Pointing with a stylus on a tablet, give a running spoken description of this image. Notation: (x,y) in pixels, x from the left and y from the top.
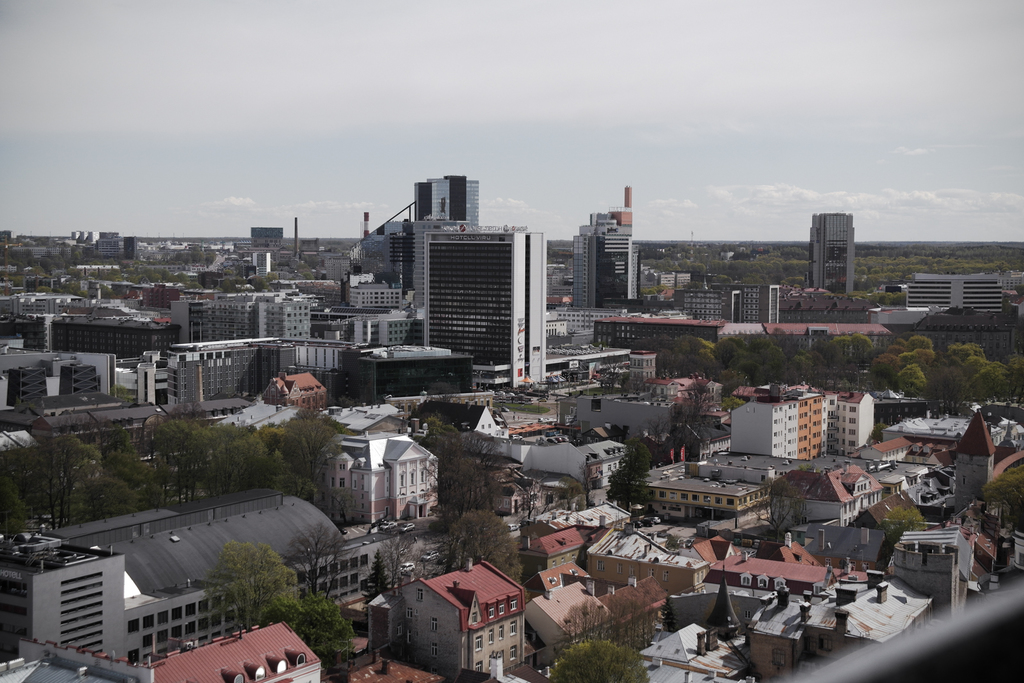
In this image we can see a few buildings (392,463), there are some trees (287,601), windows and poles (365,220), in the background (589,182) we can see the sky (51,114) with clouds (575,95).
